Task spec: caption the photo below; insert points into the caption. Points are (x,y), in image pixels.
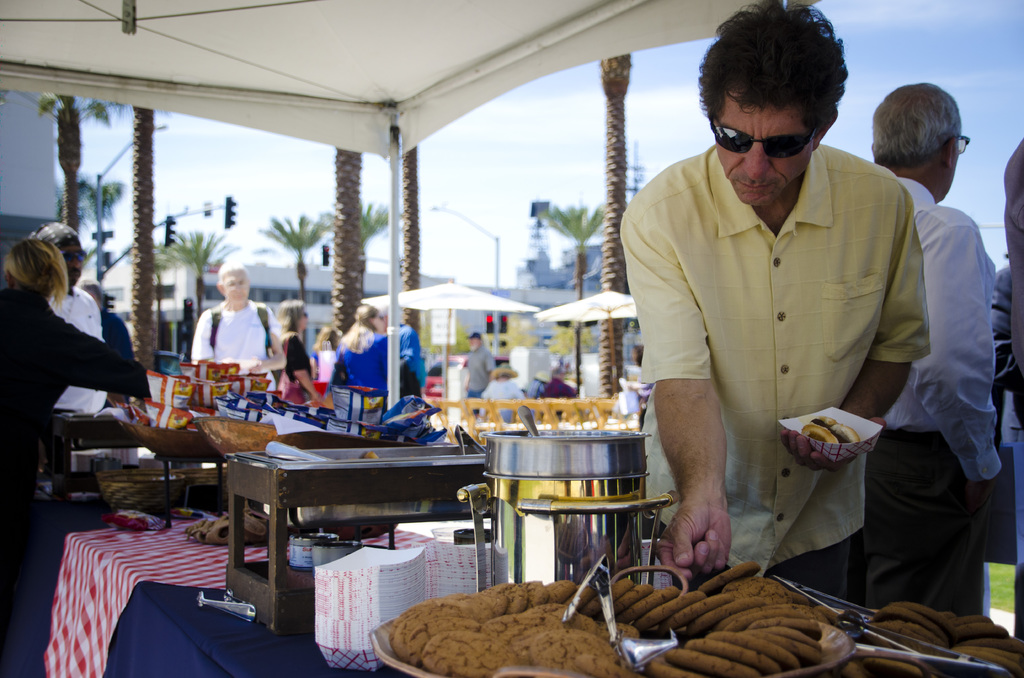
There is a person (802,96) in a shirt (847,154), wearing sunglasses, holding a food tray (788,429) with one hand (801,438) and standing in front of a table (263,556) on which, there are vessels (518,559), plates (380,637) which are having biscuits (907,670) and there are other objects (405,409). In the background (250,359), there are other persons (53,350), a white color tent (430,22), white color umbrellas (486,293), trees (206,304), buildings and clouds (225,158) in the sky (889,86).
